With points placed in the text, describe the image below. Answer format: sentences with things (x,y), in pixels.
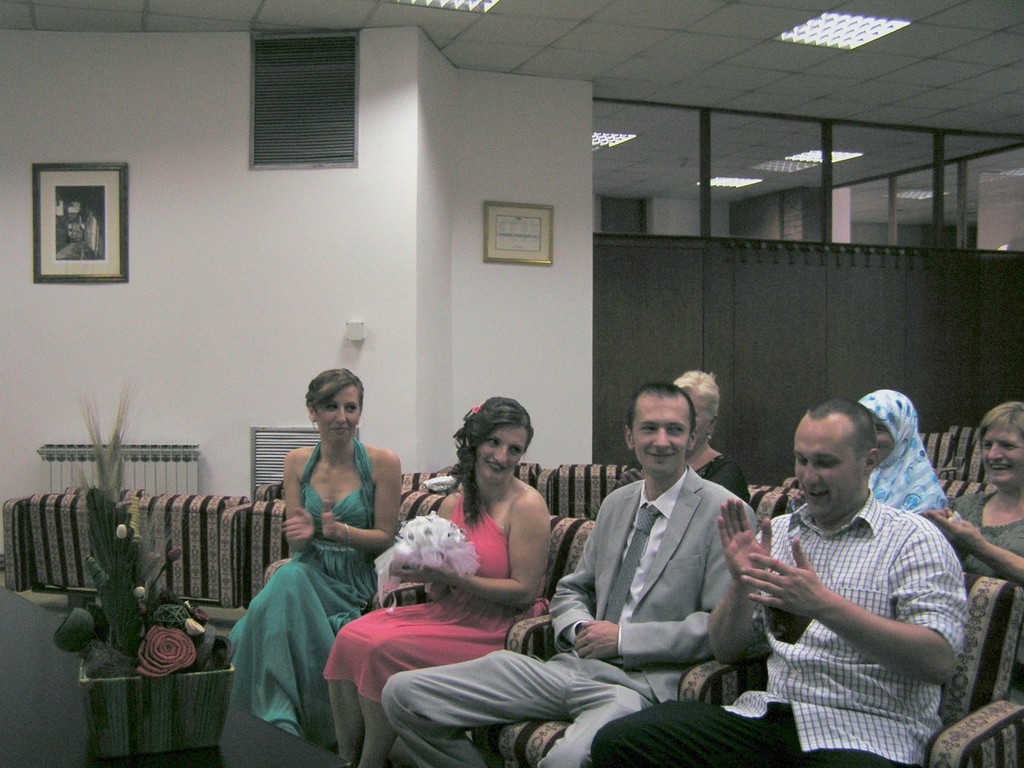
In this image there are a few people (618,513) sitting on their chairs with a smile on their face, in front of them there is a bouquet (129,659). In the background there are a few frames (34,277) hanging on the wall (231,351). At the top of the image (846,111) there is a ceiling (889,114).
